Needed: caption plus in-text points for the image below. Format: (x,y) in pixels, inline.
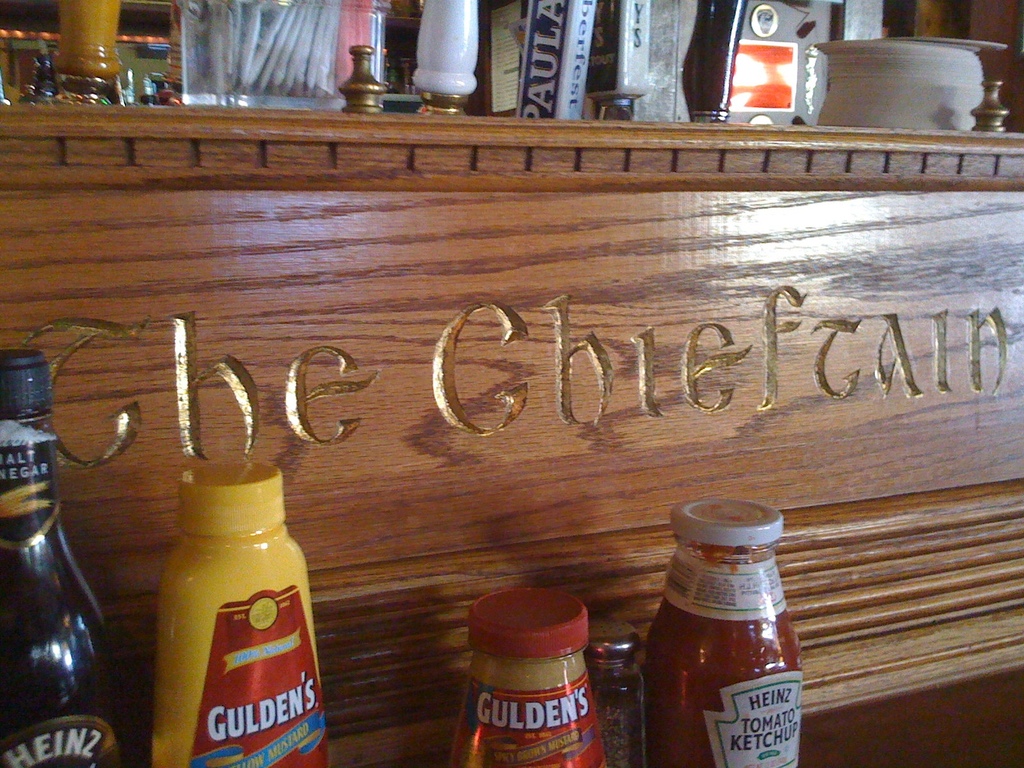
We can see a vinegar bottle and few other bottles (566,606) at the wooden board (770,381).
